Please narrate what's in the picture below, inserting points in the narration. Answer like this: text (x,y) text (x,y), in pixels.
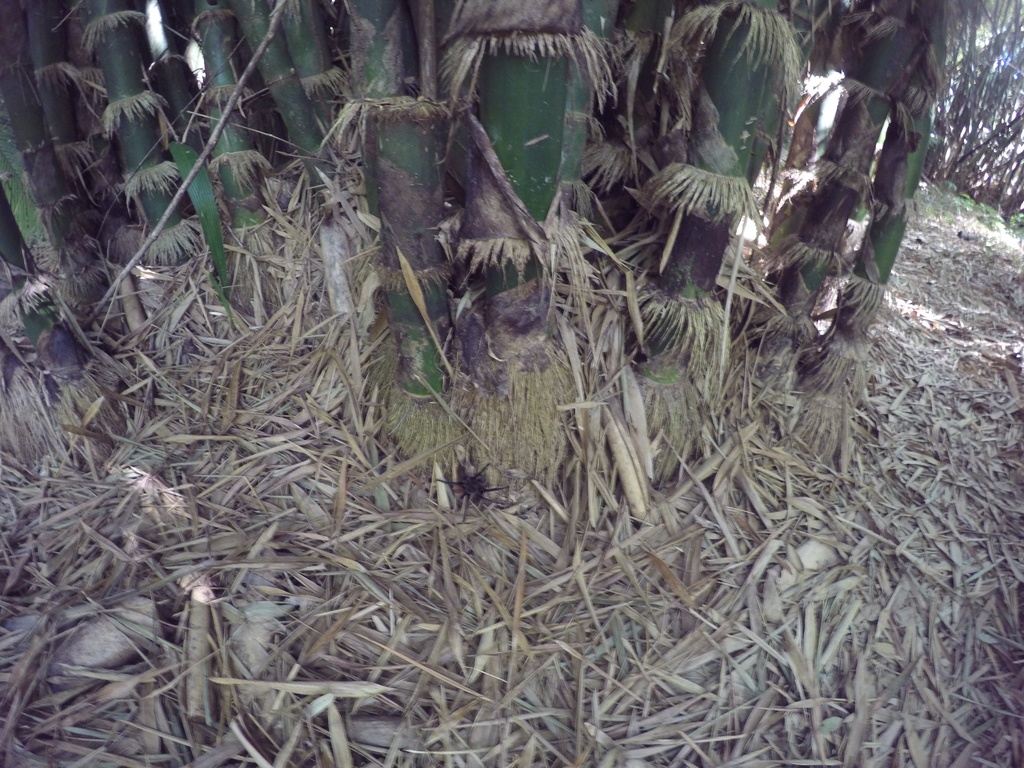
In this image I can see few trees (434,103) and dry grass (886,513) on the floor (909,341).
